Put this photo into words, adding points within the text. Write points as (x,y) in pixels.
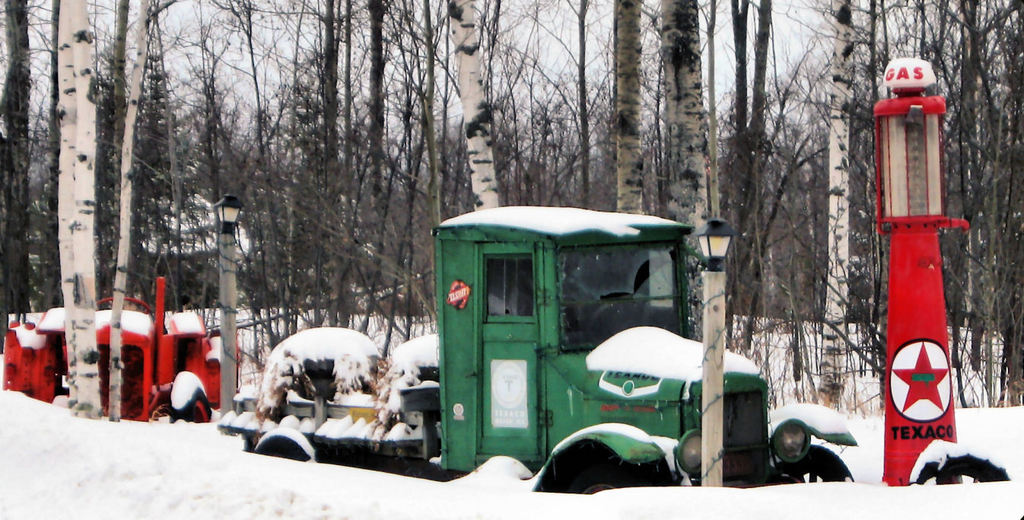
In this image, there are vehicles (209,380), light poles (715,410) and a gas pump (923,412). There are trees (248,154) and the snow (180,376). In the background (231,38), there is the sky (562,34).
